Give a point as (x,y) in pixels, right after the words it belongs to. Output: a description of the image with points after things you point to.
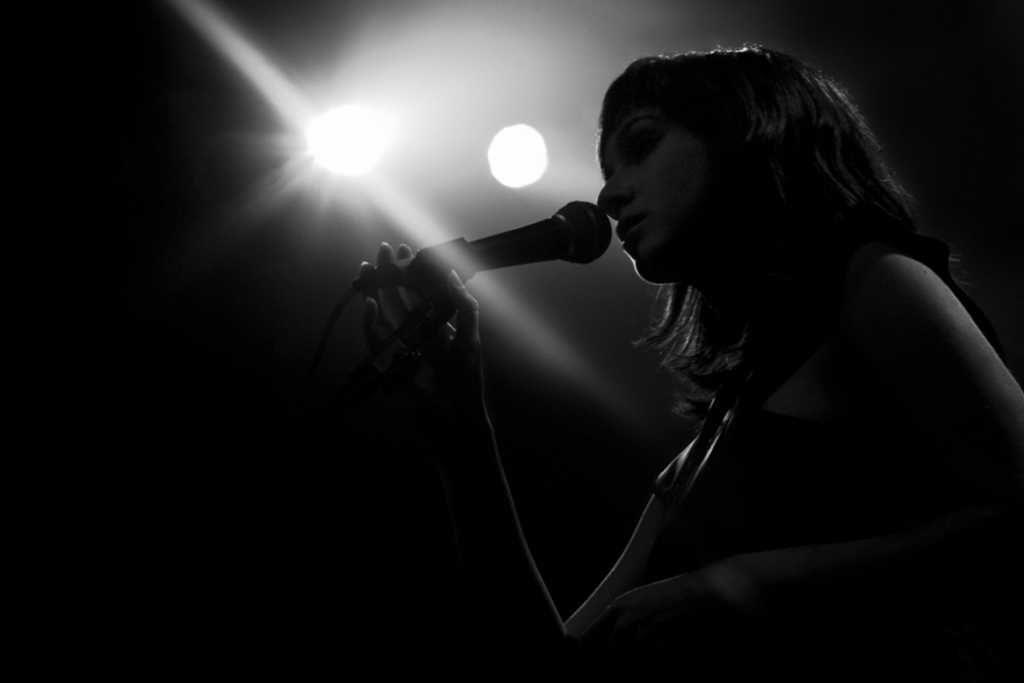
This person (745,289) holding microphone (553,227). On the top (349,140) we can see lights (511,156).
